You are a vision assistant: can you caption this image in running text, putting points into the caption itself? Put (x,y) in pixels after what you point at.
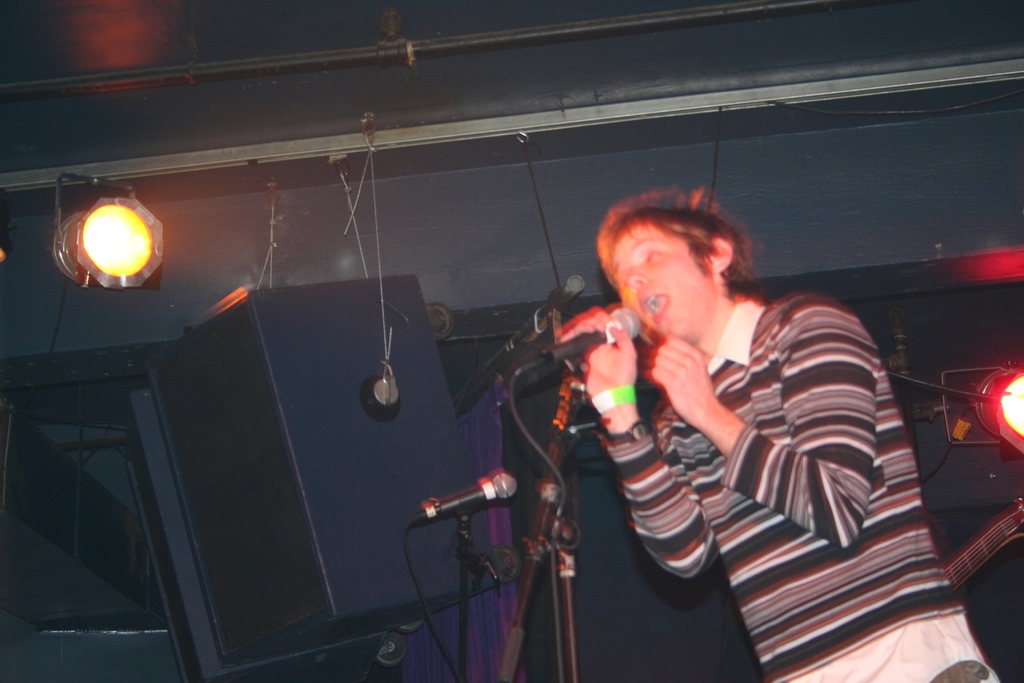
There is a person (829,370), who is holding a mic (554,352), which is attached to the stand (530,570) and standing on a stage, near another mic (458,496), which is attached to the stand (464,552) and near a speaker (342,418). In the background (104,199), there are lights (1004,399) attached to the wall (657,172) and there are other objects (976,551).
